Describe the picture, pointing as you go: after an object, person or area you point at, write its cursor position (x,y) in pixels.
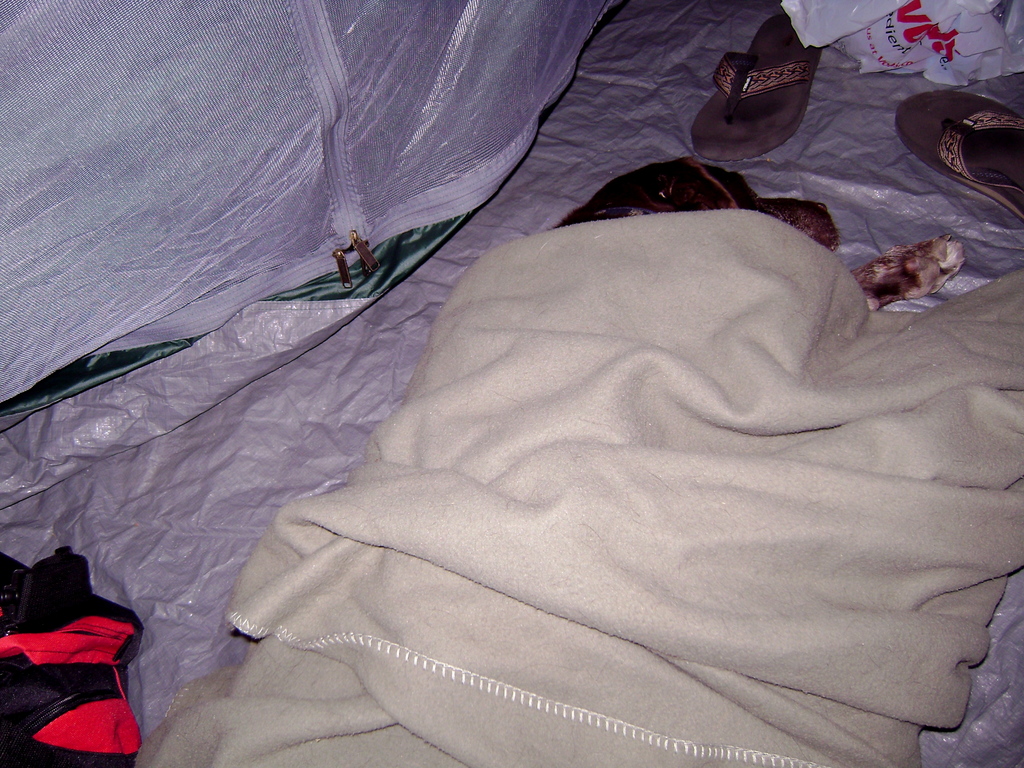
There is a dog (705,202) sleeping and there is a cloth (758,395) covered on it and there is a pair of footwear (953,121) in front of it.
